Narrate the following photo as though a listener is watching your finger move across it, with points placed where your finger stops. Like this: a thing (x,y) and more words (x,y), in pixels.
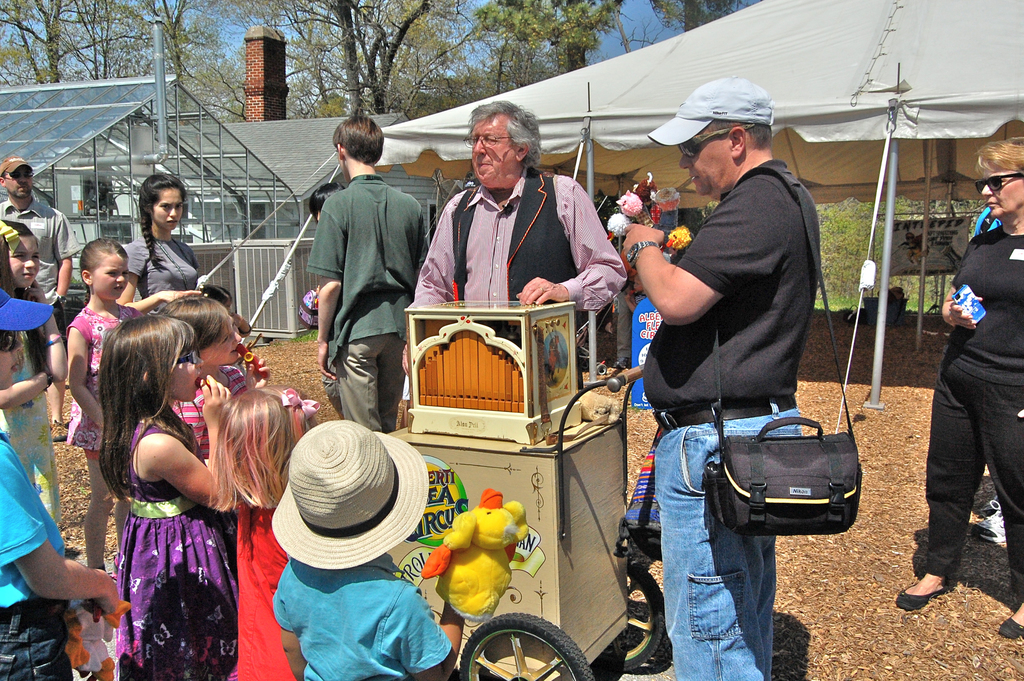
In the foreground (154,302) of the picture there are kids (219,286), people (739,430), cart (515,472) and wood chips (886,641) on the ground (866,629). In the center of the picture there is a house (234,136) and there is a tent (792,76). In the background (347,56) there are trees (438,72). Sky (467,7) is sunny.
